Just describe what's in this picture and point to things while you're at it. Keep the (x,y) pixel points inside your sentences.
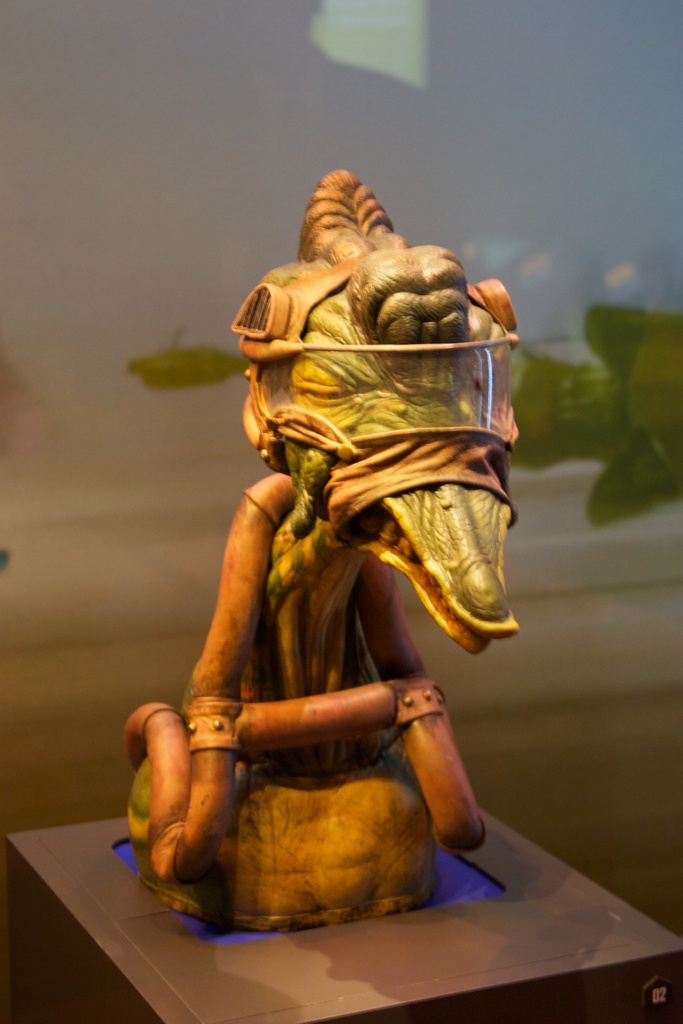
In this picture I can see sculpture (326,564) and looks like a plant (554,459) on the right side (584,353) and a glass (177,257) in the background (144,293).
